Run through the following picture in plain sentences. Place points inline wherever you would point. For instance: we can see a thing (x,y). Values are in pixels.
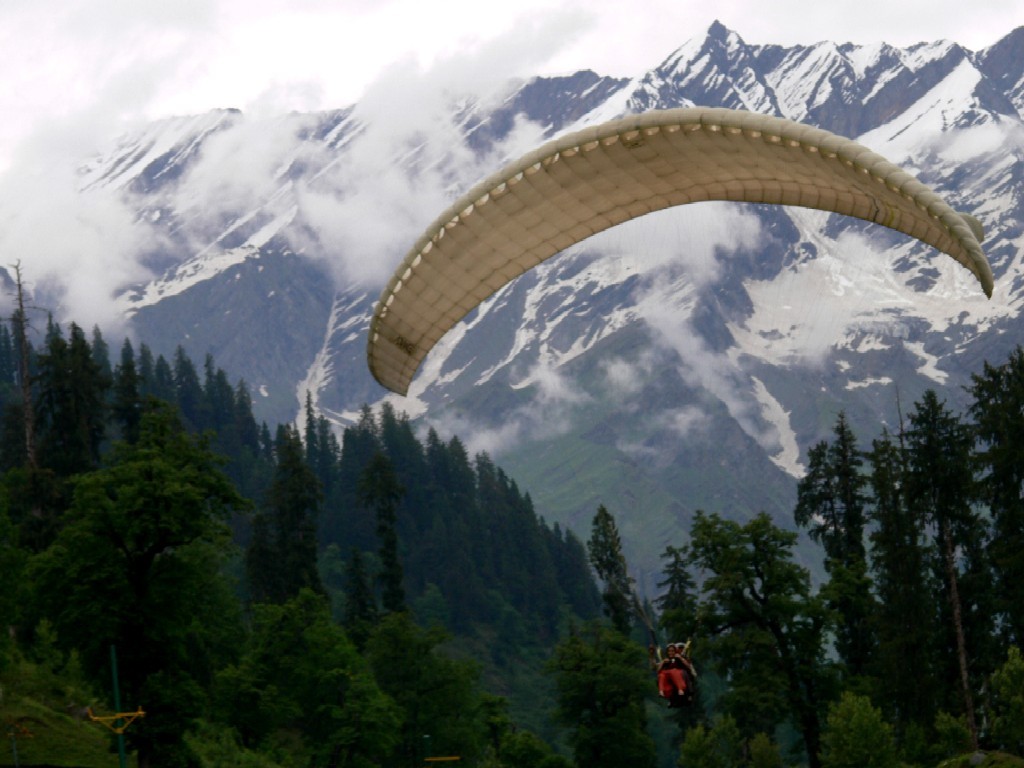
In this image we can see two persons (665,663) are parachuting. Behind forest (356,590) and ice mountains (311,138) are there.
